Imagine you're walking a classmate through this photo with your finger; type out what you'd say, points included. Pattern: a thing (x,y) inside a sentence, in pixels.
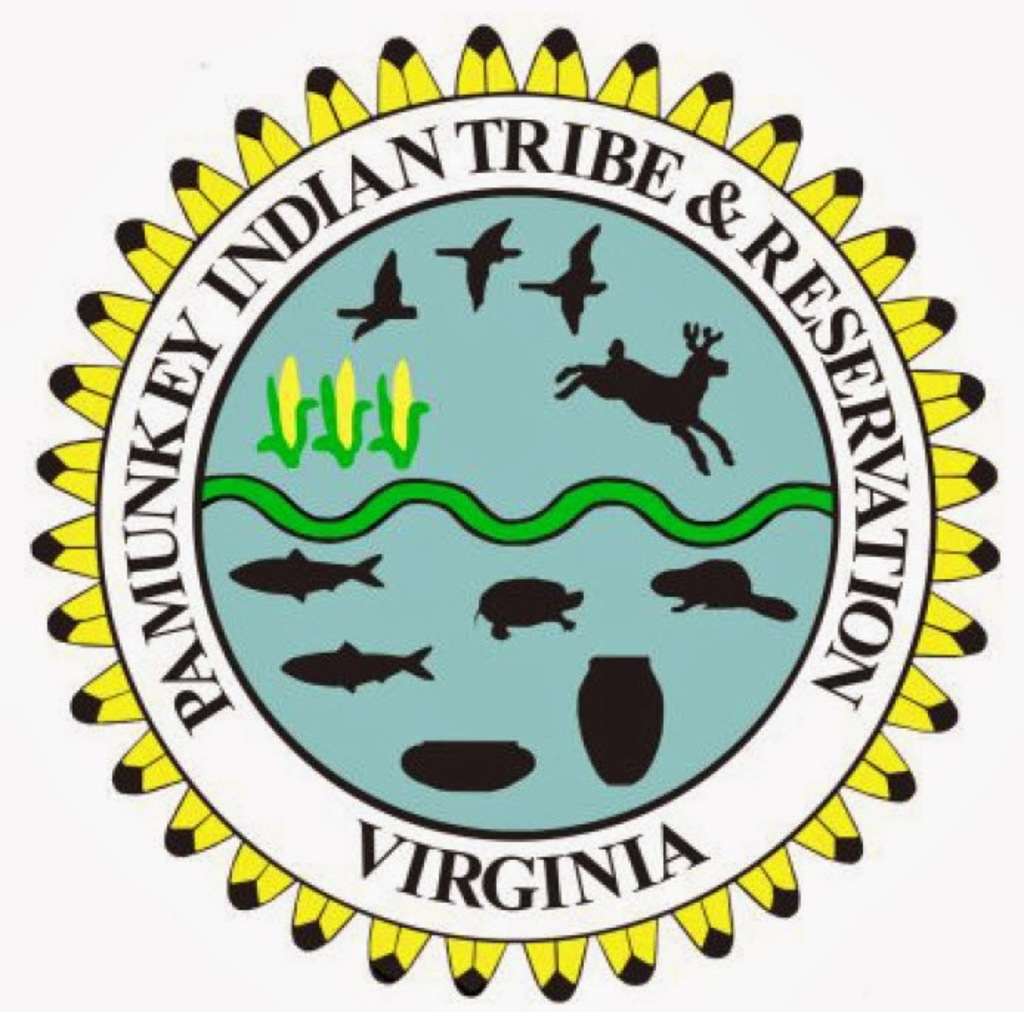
This is a logo (479,289) with something written on that. In this logo (463,412) there are drawings (395,418) of corns (287,436), birds (352,316), animals (684,378), fishes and pots (579,716).
